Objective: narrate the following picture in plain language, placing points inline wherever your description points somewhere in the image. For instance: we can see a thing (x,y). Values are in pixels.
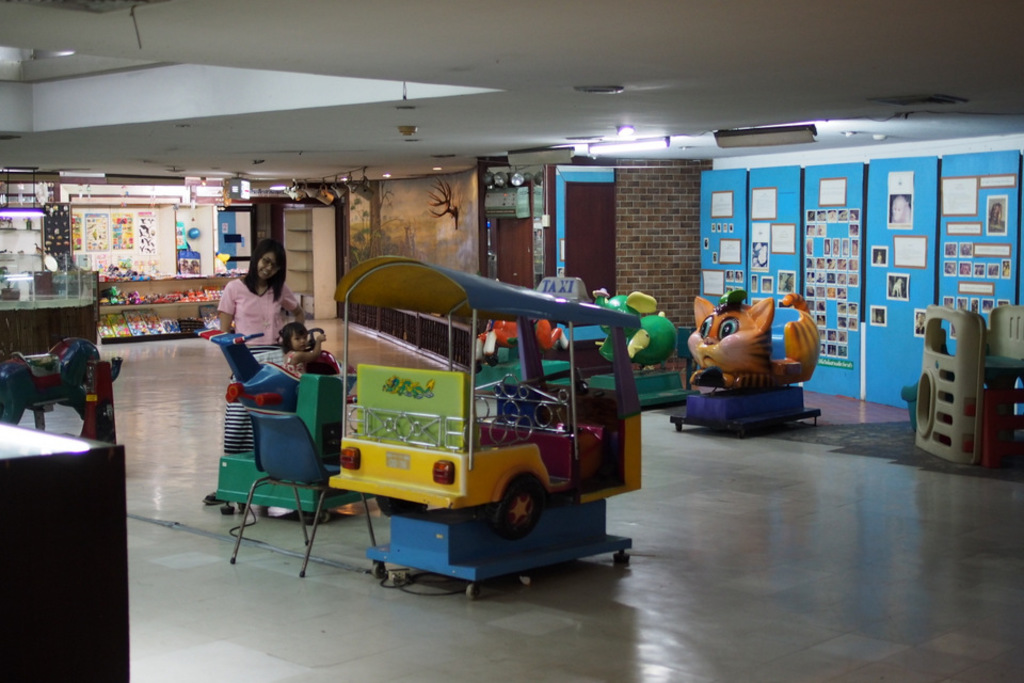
In this image I can see number of children's rides (640,351) and on the one ride (296,381) I can see a girl (284,340) is sitting. I can also see a woman (274,321) is standing on the left side of the image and on the both sides of the image I can see number of posters (808,246) on the walls (689,219). On the top side of this image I can see number of lights (38,54) on the ceiling (498,94).
